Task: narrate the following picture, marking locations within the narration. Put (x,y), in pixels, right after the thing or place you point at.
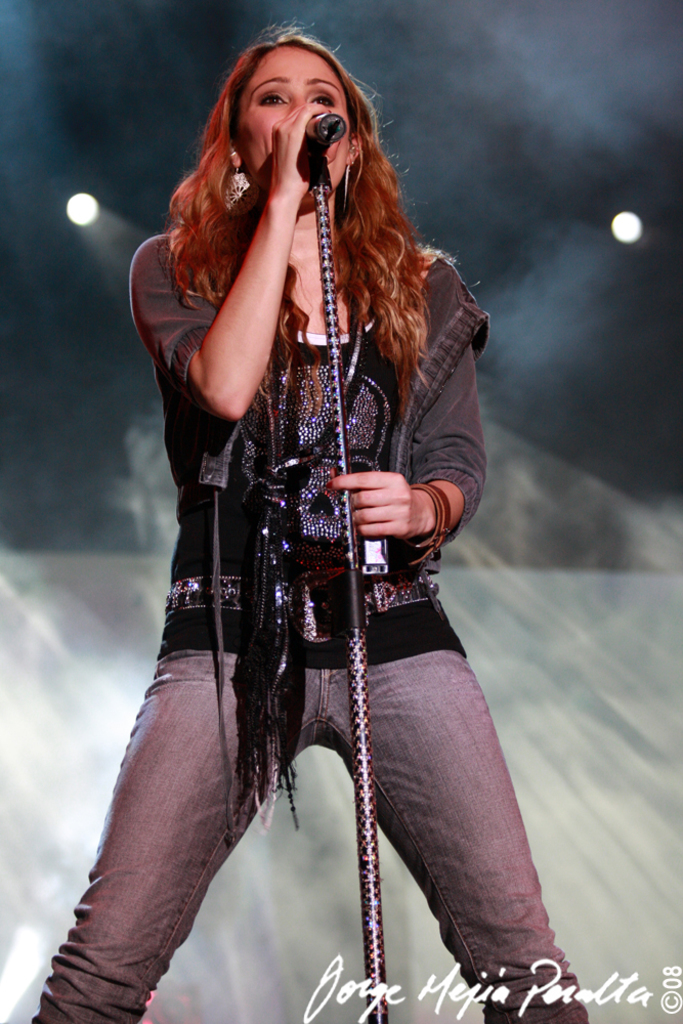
In this image, we can see a woman (308,728) is standing and holding a microphone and rod (353,657). Background (597,653) there is a blur view. Here we can see the lights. Right side (476,989) bottom, there is a watermark (493,1000) in the image.
